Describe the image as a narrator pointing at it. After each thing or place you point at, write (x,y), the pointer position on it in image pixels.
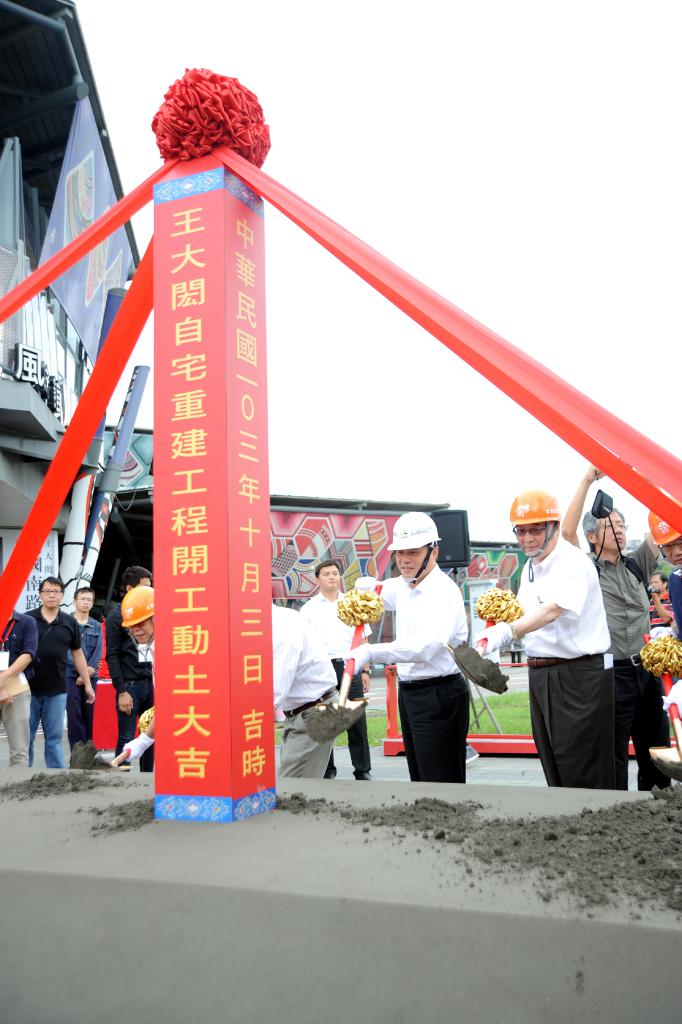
In this image we can see many people (610,691). There are few people (422,719) holding some objects (668,681) in their hand (501,641). There are few advertising boards (291,549) in the image. There is a building (29,426) in the image. There is a sky (534,192) in the image.
